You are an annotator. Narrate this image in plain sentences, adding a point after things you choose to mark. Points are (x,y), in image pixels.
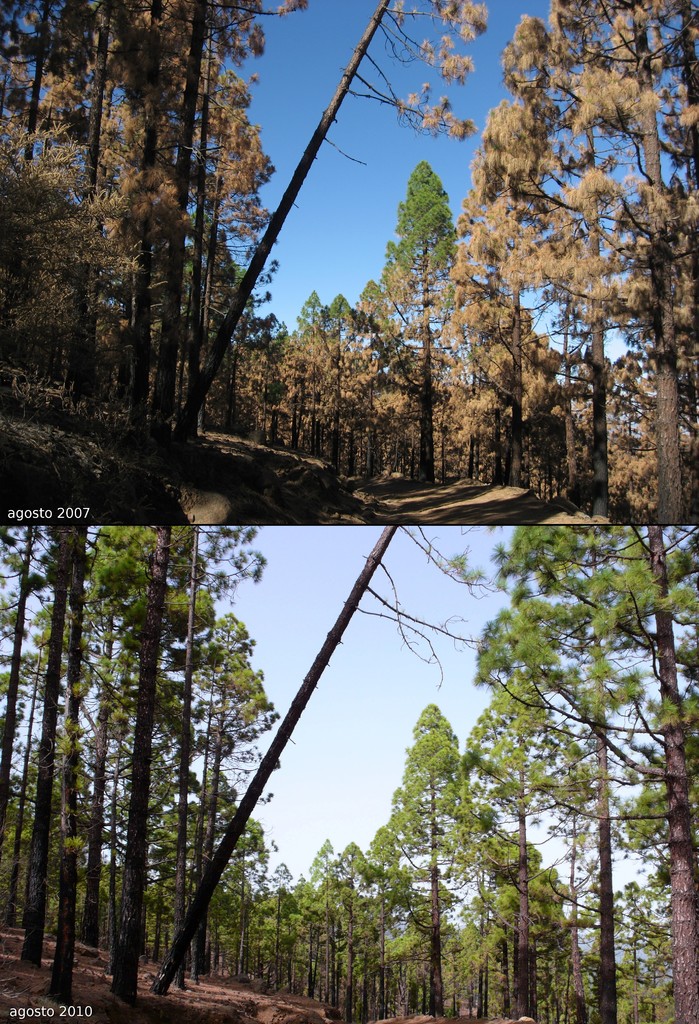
This image is a collage of two images. Both images are different. In this image there are many trees (257,777) on the ground (93,995). At the top of the image (319,295) there is a sky (334,796).
